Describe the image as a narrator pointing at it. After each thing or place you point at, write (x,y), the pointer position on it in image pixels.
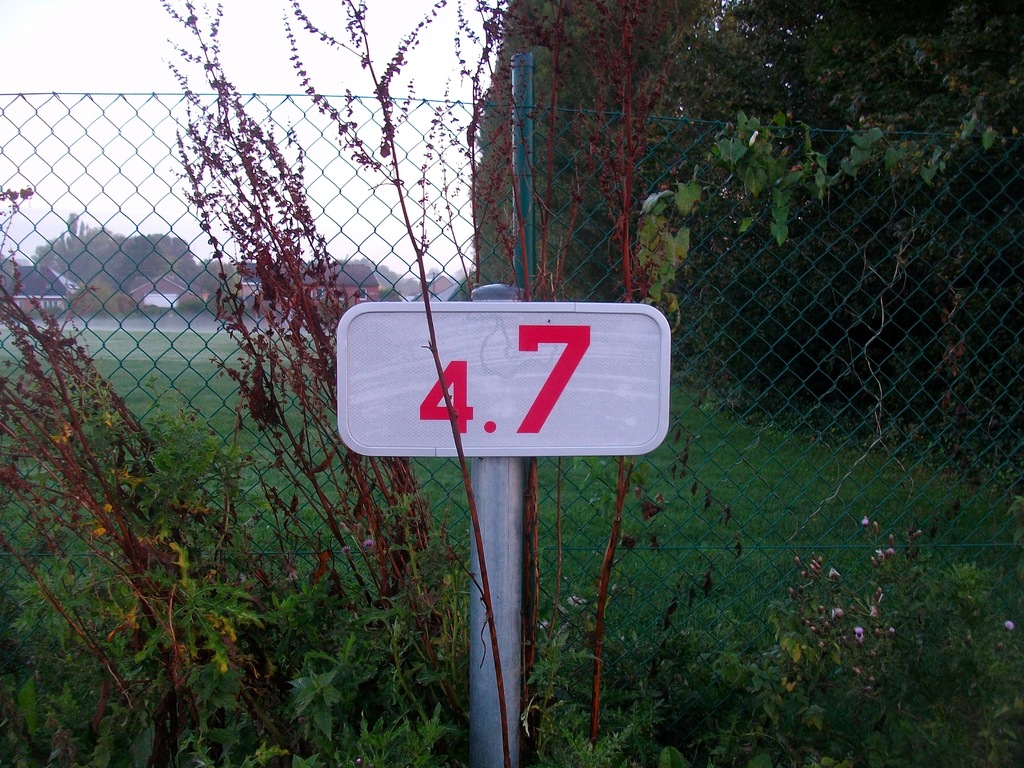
There is a sign board (548,312) attached to the pole (517,295). On both sides of this pole (483,723), there are plants (446,690). In the background (804,257), there is a fencing (815,287). Outside this fencing (724,316), there's grass (738,471) on the ground (691,431), there are trees (781,111) and there are clouds (157,56) in the sky (84,52).
